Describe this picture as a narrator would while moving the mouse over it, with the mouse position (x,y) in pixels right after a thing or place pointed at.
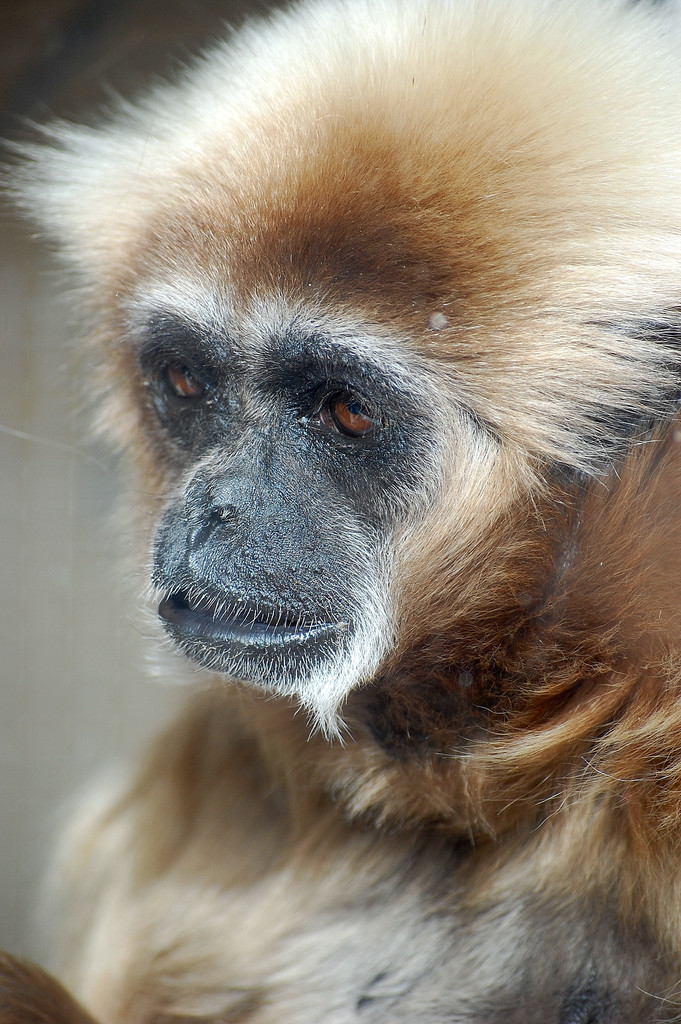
There is a monkey (329,580) in the image.
